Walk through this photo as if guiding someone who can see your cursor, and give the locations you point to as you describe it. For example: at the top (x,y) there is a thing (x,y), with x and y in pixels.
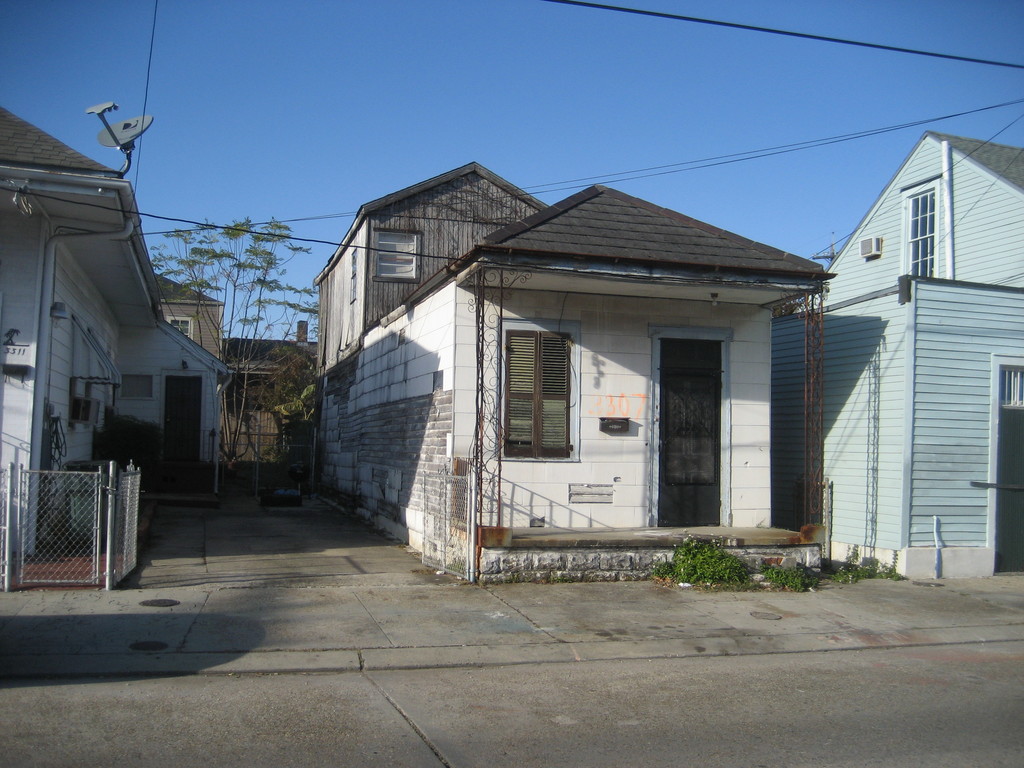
In this picture we can see a road (662,710), beside this road (783,688) we can see buildings (769,415), trees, grass (678,566), here we can see an antenna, wires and we can see sky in the background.
